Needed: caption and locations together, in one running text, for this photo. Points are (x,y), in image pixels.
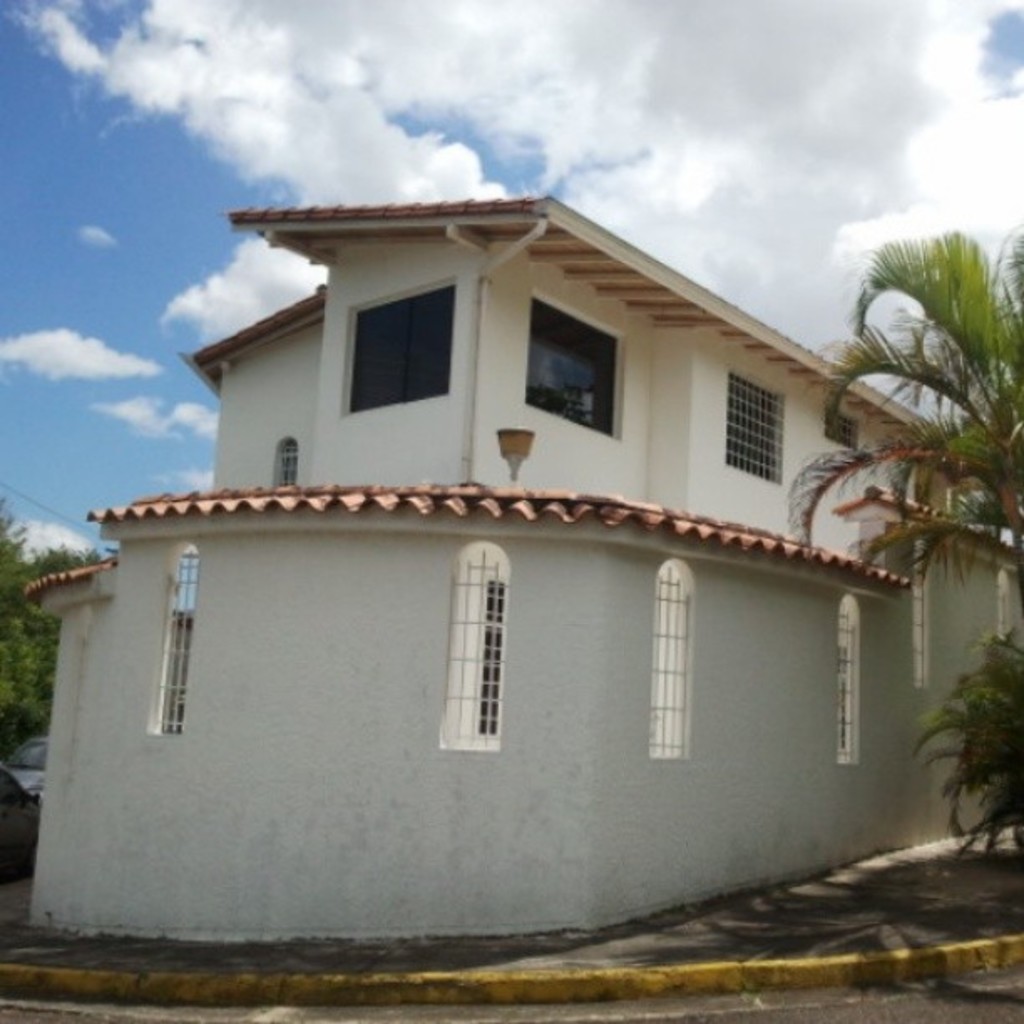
In this image we can see a building (426,543) with glass windows (377,371) and other objects (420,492). On the right (1007,386) and left side of the image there are trees (1000,788). At the bottom of the image (151,1010) there is the floor (119,1016). At the top of the image (320,121) there is the sky (55,521).
